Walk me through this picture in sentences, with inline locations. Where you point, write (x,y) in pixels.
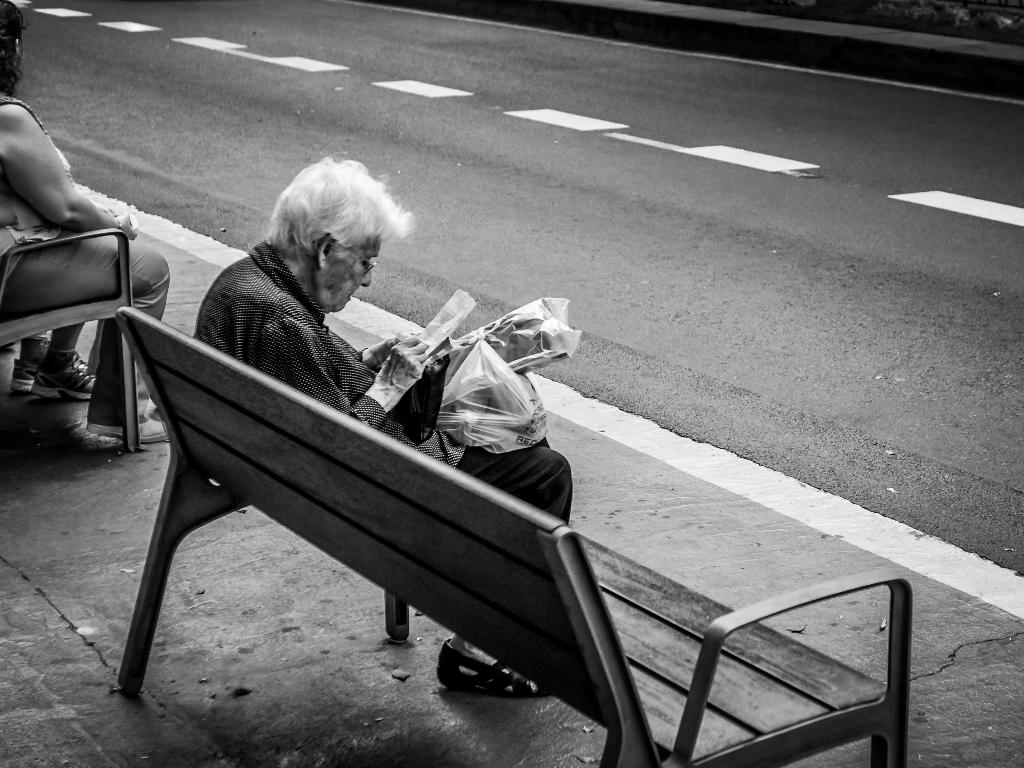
In this image there is a person (425,347) holding paper (443,339) in his hand (408,363) and sitting on the bench (615,631), which is on the pavement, there are a few covers (484,376) on his lap (446,434), beside this bench (160,331) there is another bench (10,251), on which there is a woman (48,227), in front of them there is a road (781,299).
